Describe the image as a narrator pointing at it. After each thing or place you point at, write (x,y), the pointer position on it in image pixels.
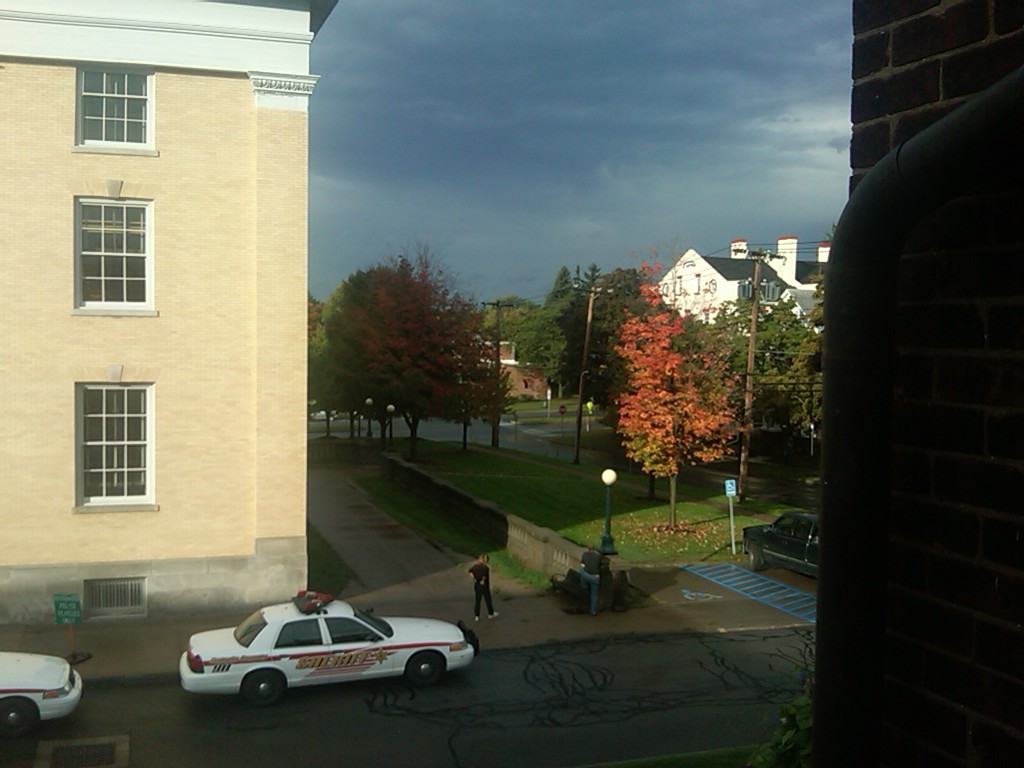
In this image there are a few cars (322,649) parked on the road (386,719), and there is a person (473,581) standing on the sidewalk (436,588), on either side of the road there are buildings (255,392) in between there are trees (493,419) and lampposts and grass (615,523) on the surface (635,476).
